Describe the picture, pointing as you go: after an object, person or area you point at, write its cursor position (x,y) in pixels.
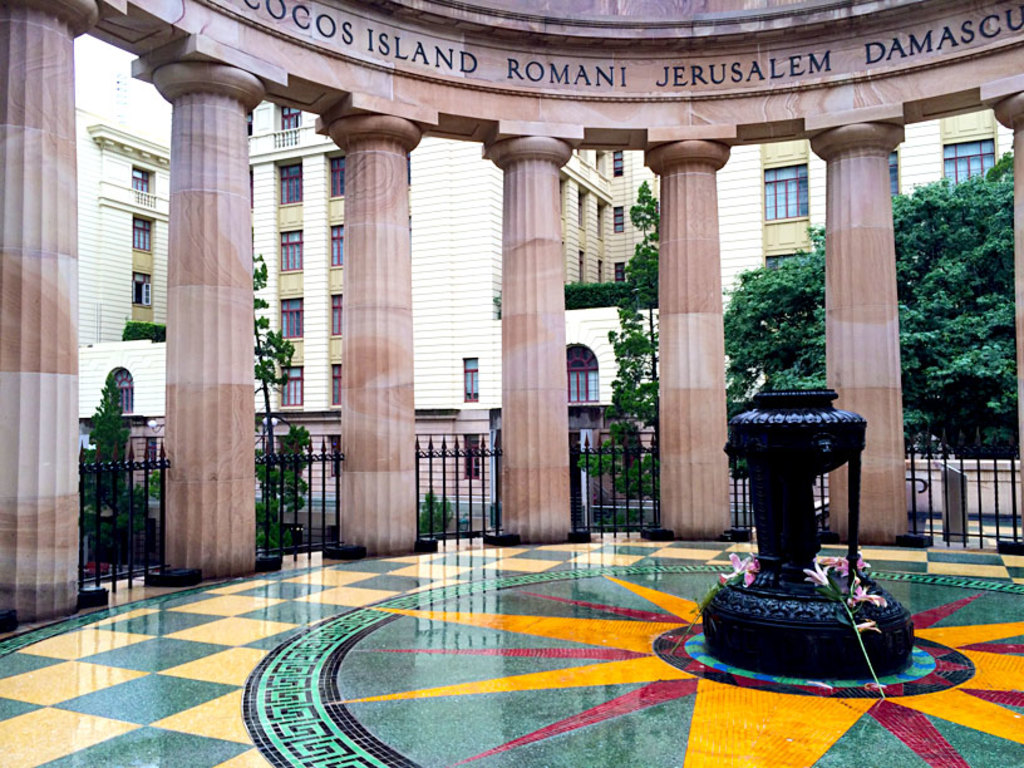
In this picture, we see a black color pole (853,511) which looks like a fountain (778,579). Beside that, we see pink flowers (847,609). Behind that, we see pillars (243,484) and railings (417,463). There are trees (981,390) and buildings (165,192) in the background (287,400). At the bottom of the picture (408,675), we see the floor (343,656), which is in green, yellow and red color.
